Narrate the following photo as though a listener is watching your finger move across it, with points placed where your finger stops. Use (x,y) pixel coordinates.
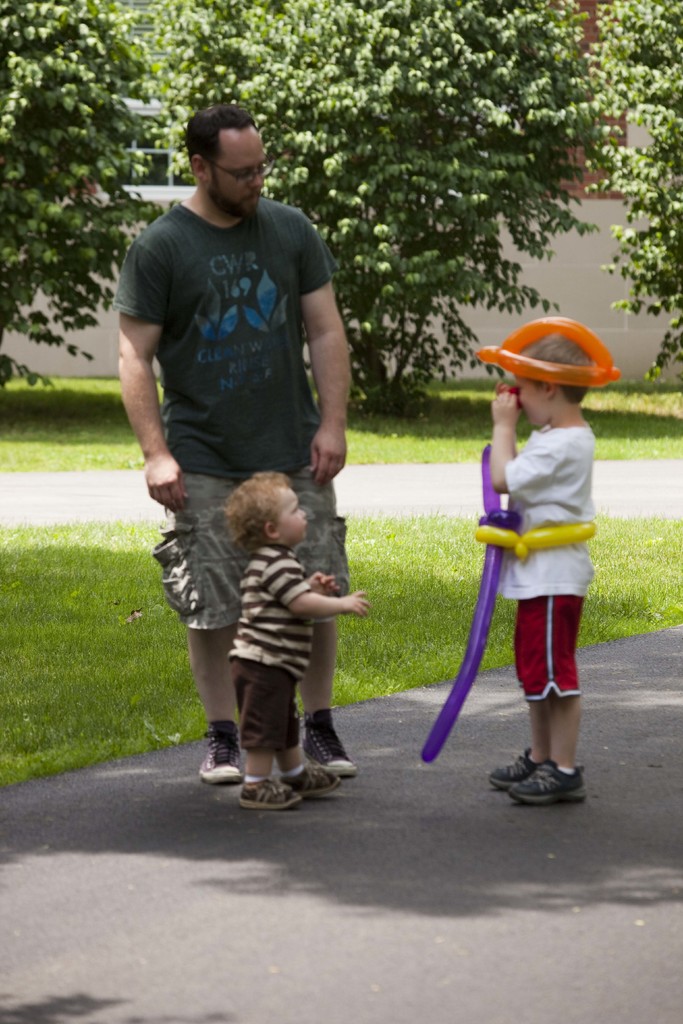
In this picture we can see a man (284,336) and two kids (578,588), and the right side kid (547,526) is wearing balloons (537,542), in the background (503,143) we can see few trees (496,172), wall (553,238) and grass (403,548).
